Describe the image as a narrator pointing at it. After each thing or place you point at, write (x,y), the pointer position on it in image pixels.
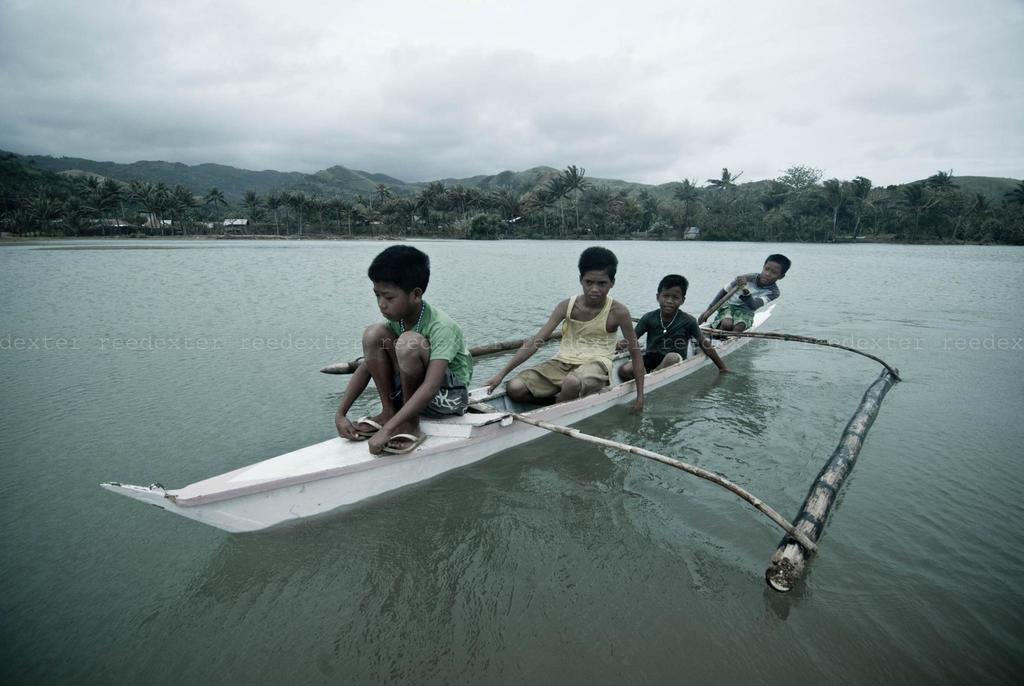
In this picture, we see four boys (529,367) are riding the boat (623,353). Beside them, we see the wooden sticks (811,518). At the bottom (882,468), we see water (225,338) and this water (202,343) might be in the river (644,554). There are trees (389,210) and hills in the background (608,201). At the top (576,131), we see the sky (620,110) and the clouds (620,110).
